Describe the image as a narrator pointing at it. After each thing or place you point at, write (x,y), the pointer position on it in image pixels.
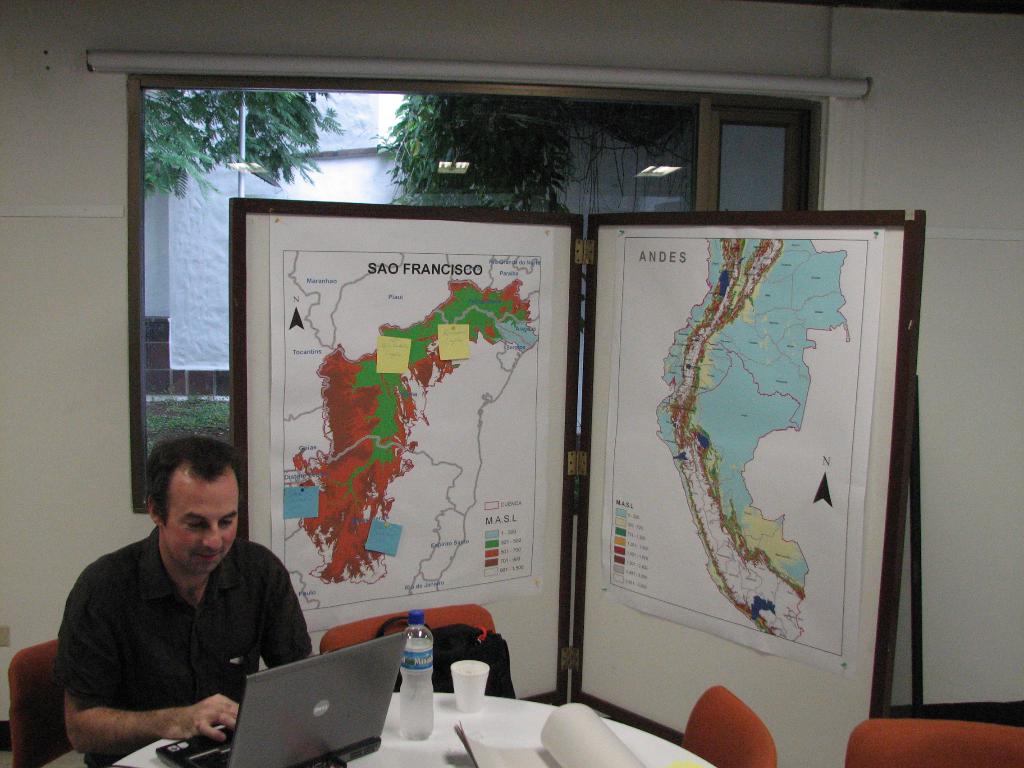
In this picture I can see a person (185,674) sitting on the chair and using laptop (232,734), which is placed on the table (392,736) and also I can see some things (429,735) placed on the table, behind there is a boards (391,456) with some maps (410,461) and also window (160,267) to the wall (115,292).
